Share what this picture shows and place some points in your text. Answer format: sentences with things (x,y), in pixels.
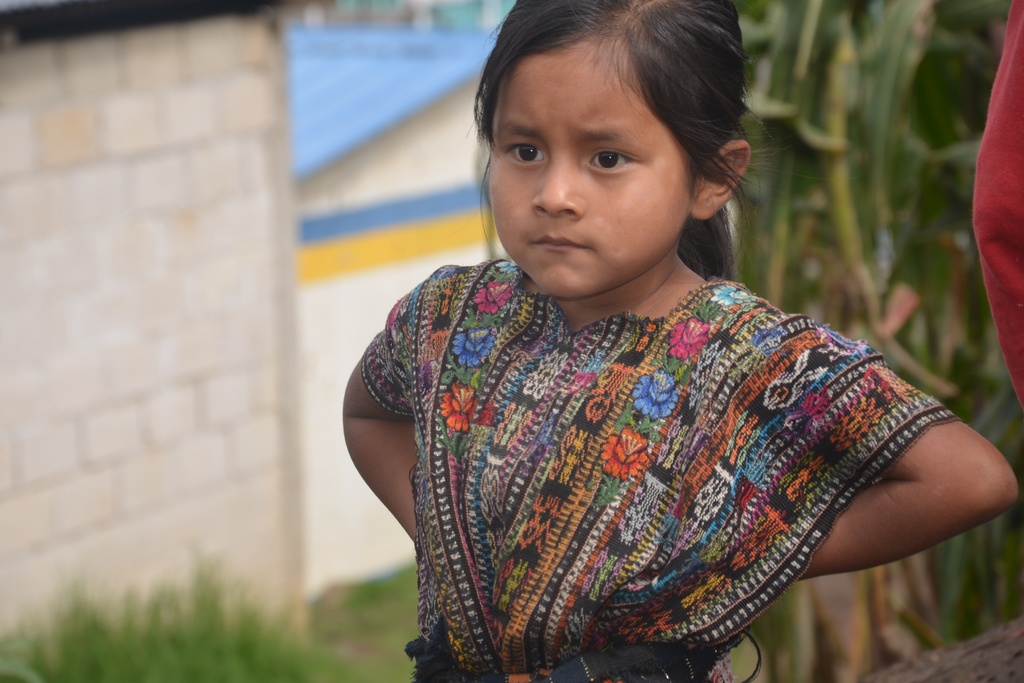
In the middle of the image (502,405) there is a girl (663,347) with different colored dress (580,457) is standing. To the right corner (1012,129) there is a red dress (1016,171). And also there are green plants (928,322). To the left side of the image (296,376) there is a brick wall (136,350) and on the ground (184,623) there is grass (184,623).
